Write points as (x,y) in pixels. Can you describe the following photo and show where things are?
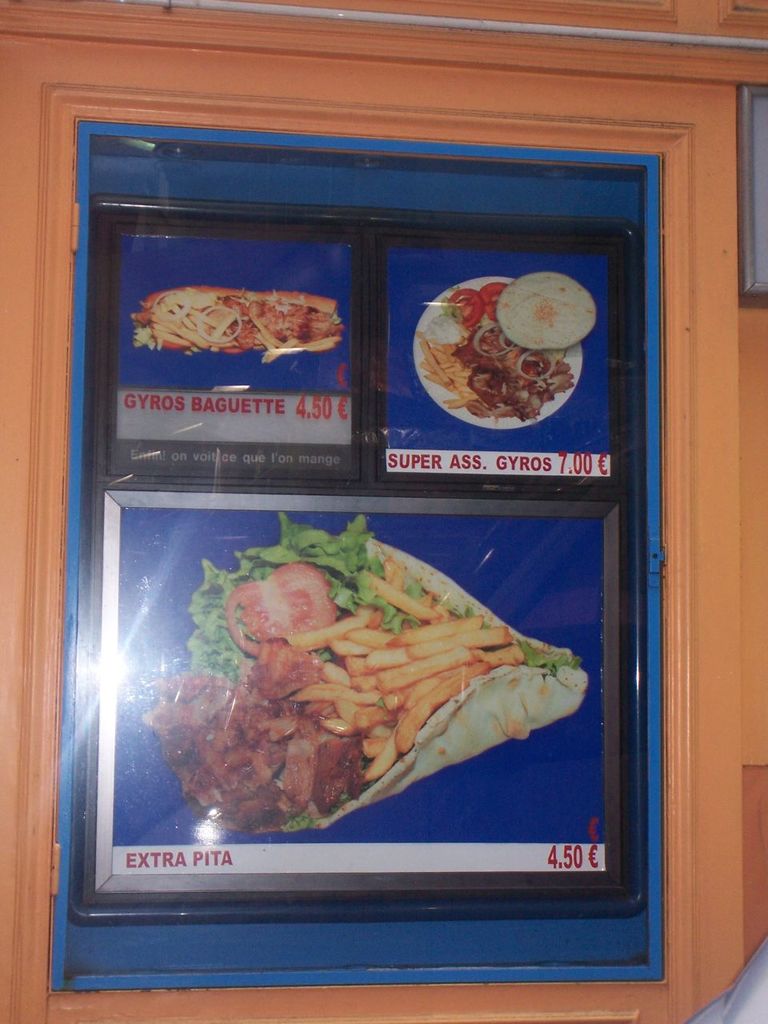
In this image there is one wooden board (48,441), on that wooden board (421,902) there are some pictures (155,529) of food items (261,292) and some text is written.
